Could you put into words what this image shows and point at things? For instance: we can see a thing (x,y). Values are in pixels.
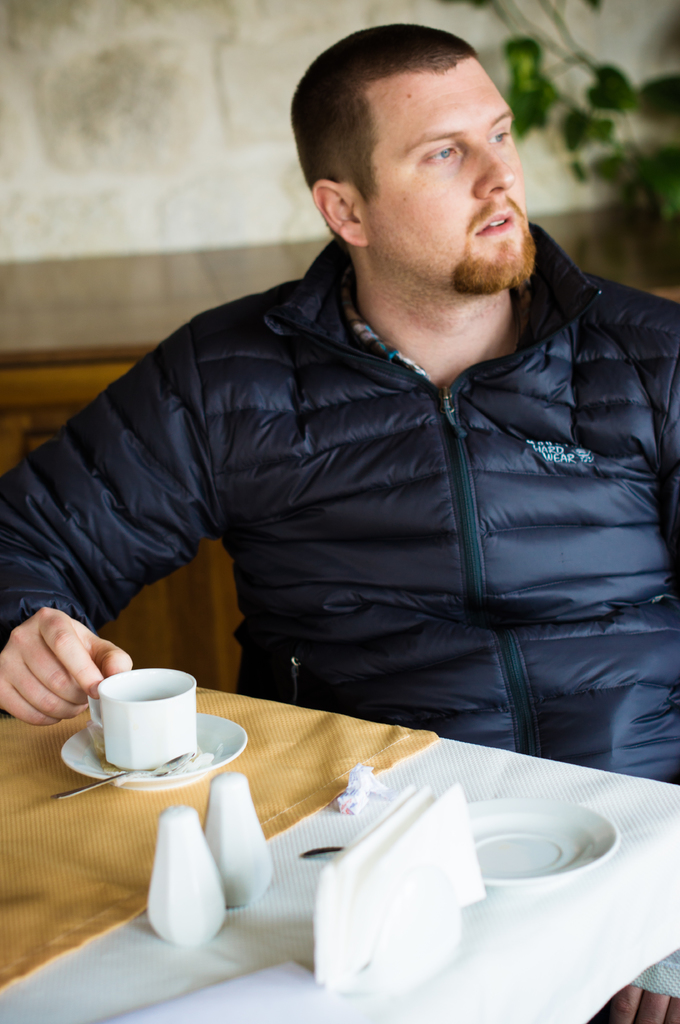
In this image I can see a man (411,342) sitting on the chair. On the table (287,873) there is a cup (154,738), saucer (237,740), tissues (386,838).
